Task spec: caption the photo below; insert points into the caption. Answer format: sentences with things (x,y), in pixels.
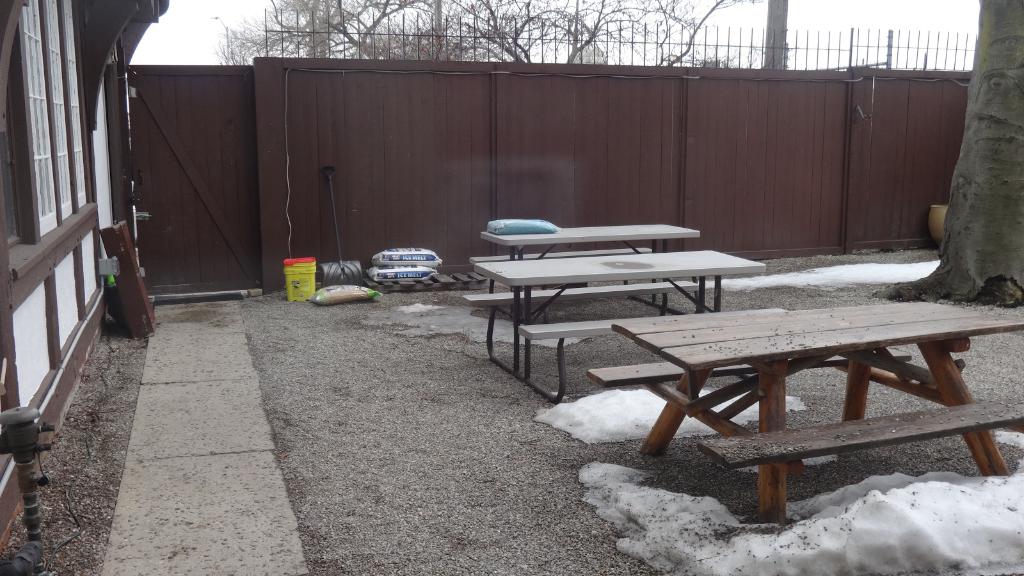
In the foreground (545,360), I can see benches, snow (614,504), bags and some objects (337,225) on the ground (376,346). In the background (319,203), I can see a fence (323,216), trees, tree trunk (990,131) and the sky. This image taken, maybe during a day.
